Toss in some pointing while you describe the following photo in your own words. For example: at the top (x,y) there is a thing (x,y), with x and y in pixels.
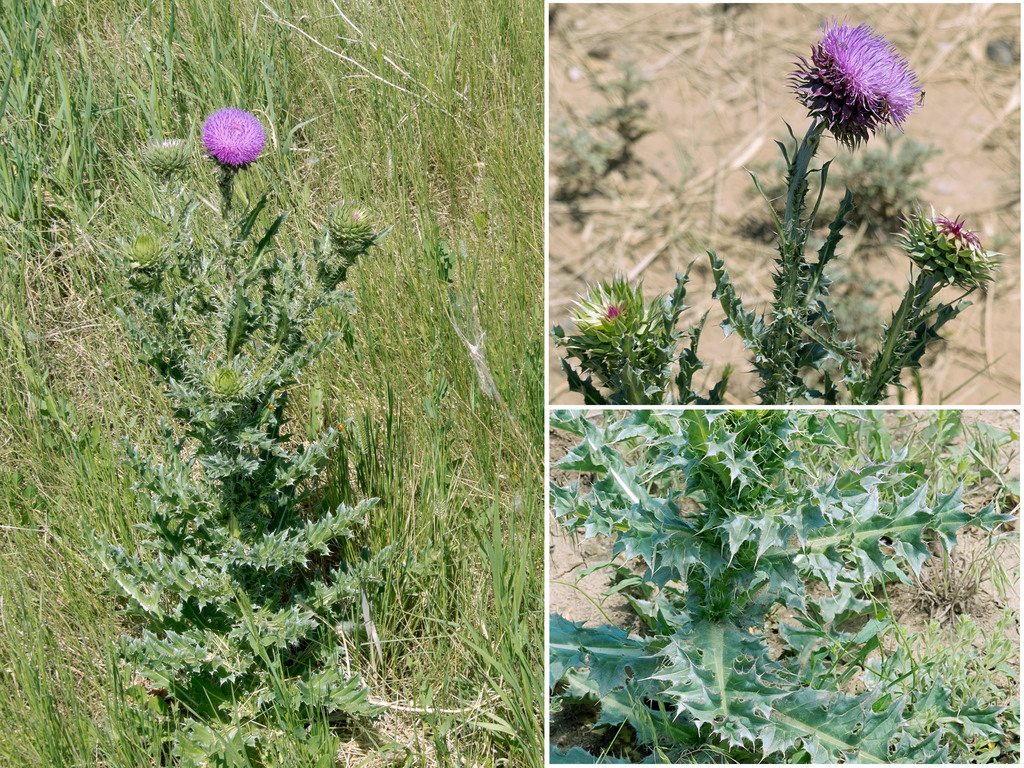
This picture consists of flower plants (625,418) collage in the image.
